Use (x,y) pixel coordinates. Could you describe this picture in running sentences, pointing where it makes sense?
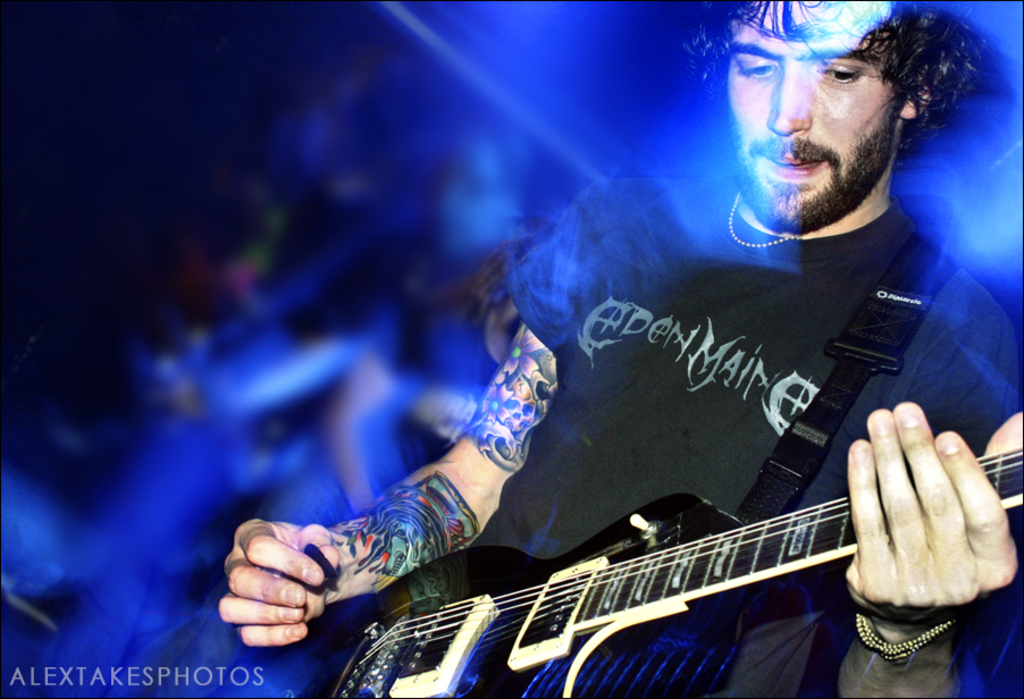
In this image we can see a person (687,318) holding a guitar (508,569) and a pick (326,579) in his hands (341,557) and the background (355,367) is blurred. At the bottom of the image (185,678) we can see some text (124,680).
